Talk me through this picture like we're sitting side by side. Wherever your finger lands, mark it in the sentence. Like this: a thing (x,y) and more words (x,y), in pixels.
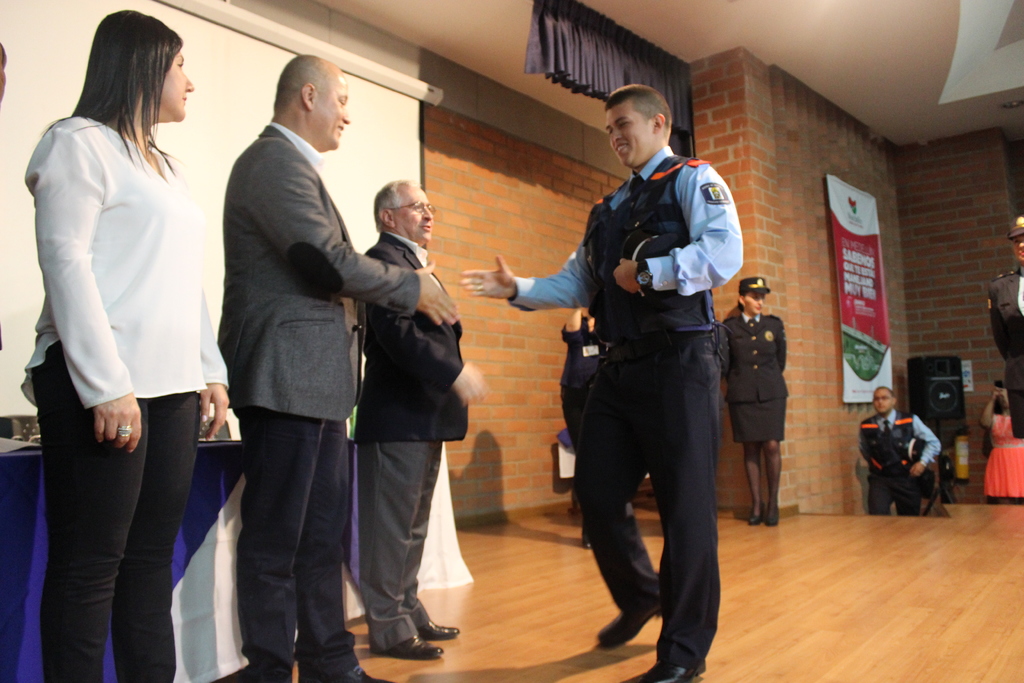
In this image we can see a group of people (885,436) standing on the stage (536,551). One person (617,283) wearing the uniform (685,308) is holding a cap (651,250) in his hand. One woman (202,244) is wearing a white shirt (133,380). In the background (849,230), we can see a banner (871,366), speaker (934,392) placed on the stand (945,477), curtains (550,49), a table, a screen (414,136) on the wall (546,223).
